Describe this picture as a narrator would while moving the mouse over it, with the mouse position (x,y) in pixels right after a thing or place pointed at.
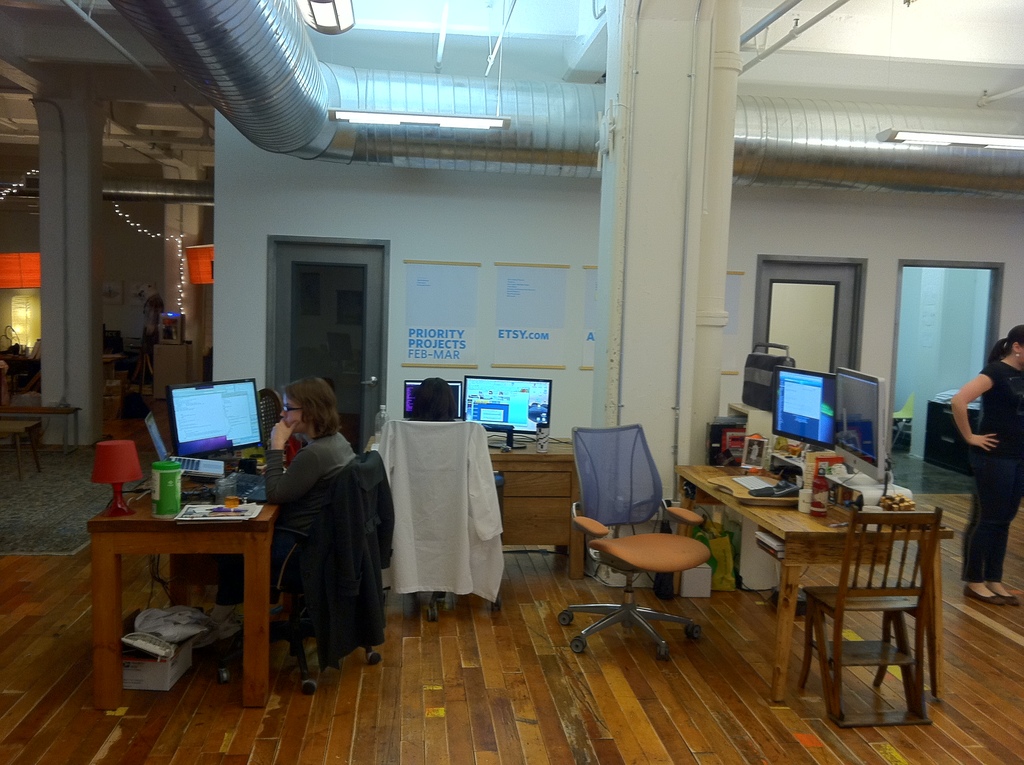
In this picture its a office (516,272). There is a table (541,462) in the middle (541,462) with several desktops (530,423) and two ladies (301,457) sit in front of system (221,418) and working on it, and the floor (565,706) is of wood (596,728) and it has pillar (635,223) in the middle (639,296) and over to the top ceiling (385,52) there are few lights (334,27). On the backside wall (572,330) there are charts (504,301) with some information (513,287) and over the left side (26,325) corner there are some lights (25,308). On the right side (1009,378) corner a lady (1013,411) stood, she wore a black dress (998,493).
